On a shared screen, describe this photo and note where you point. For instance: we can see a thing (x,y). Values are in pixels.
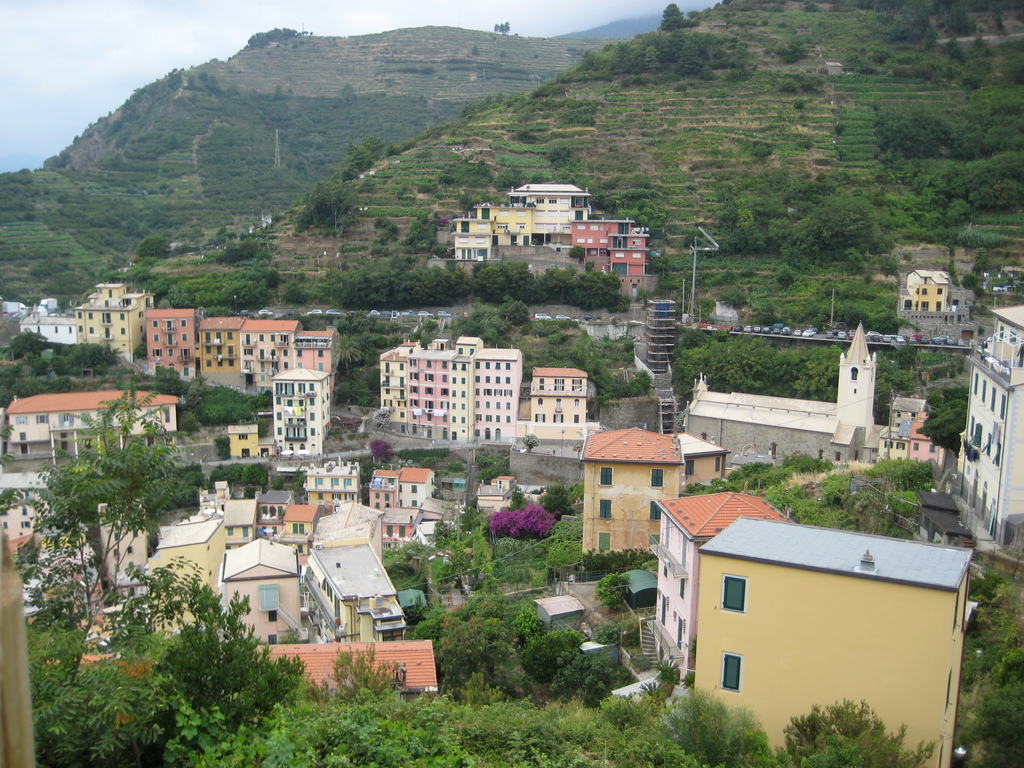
In the image we can see there are trees (261,667) and buildings (539,369). There are hills (638,133) covered with plants (545,148) and trees (147,153).
